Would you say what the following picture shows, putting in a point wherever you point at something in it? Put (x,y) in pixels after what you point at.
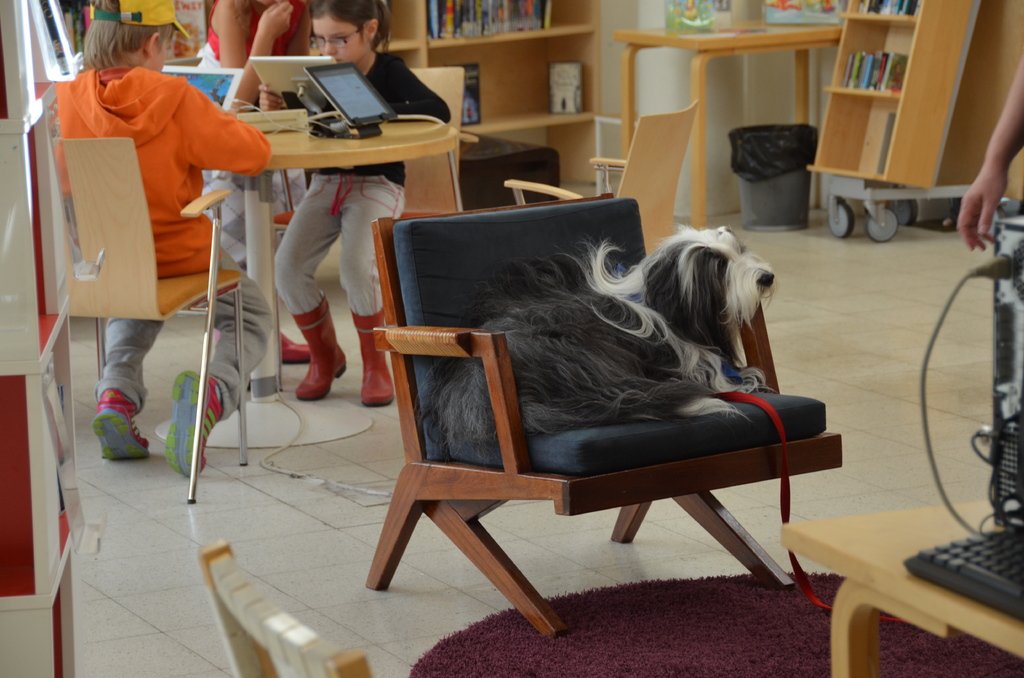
This picture shows a boy (173,6) and a girl (345,172) seated on the chairs (120,207) and playing with the tablets (265,73) and we see a dog (531,310) seated on the chair (432,251) and we see bookshelves (422,27).
